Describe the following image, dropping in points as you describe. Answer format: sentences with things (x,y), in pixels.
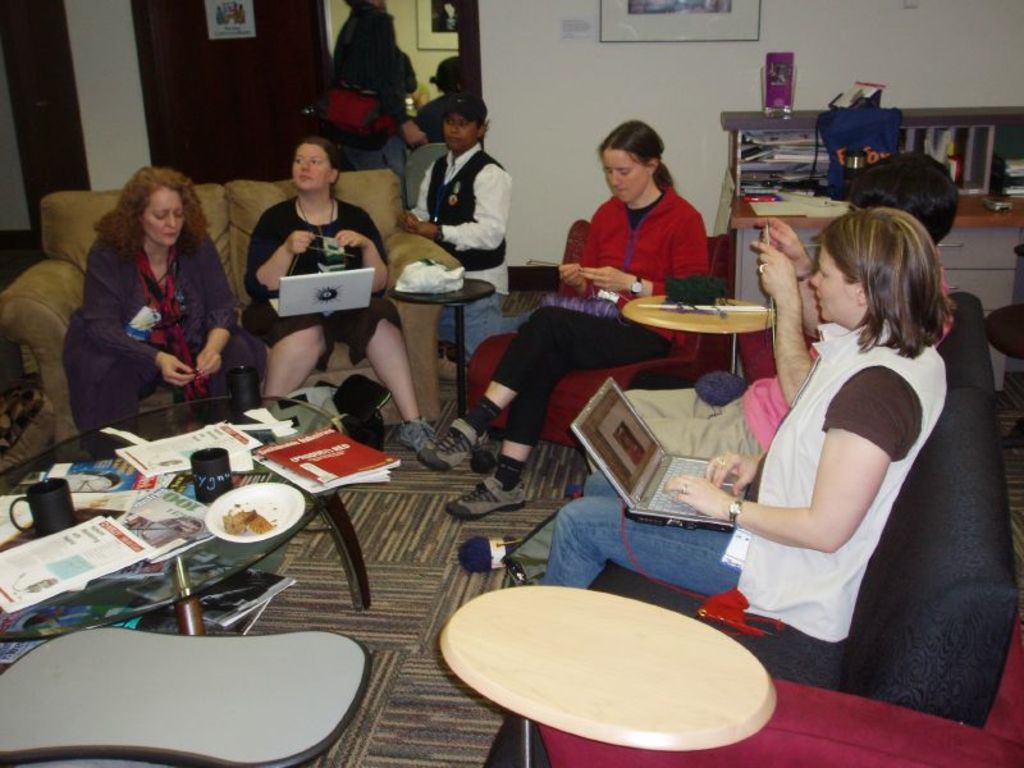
In this picture there are group of people (647,268) they are sitting around the table (338,542), and there is a table (332,514) at the left side of the image (308,502) on which there are news papers (22,602), a plate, and mugs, there is a lady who is sitting at the right side of the image (700,535) she is operating the laptop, there is a book shelf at the right side of the image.
